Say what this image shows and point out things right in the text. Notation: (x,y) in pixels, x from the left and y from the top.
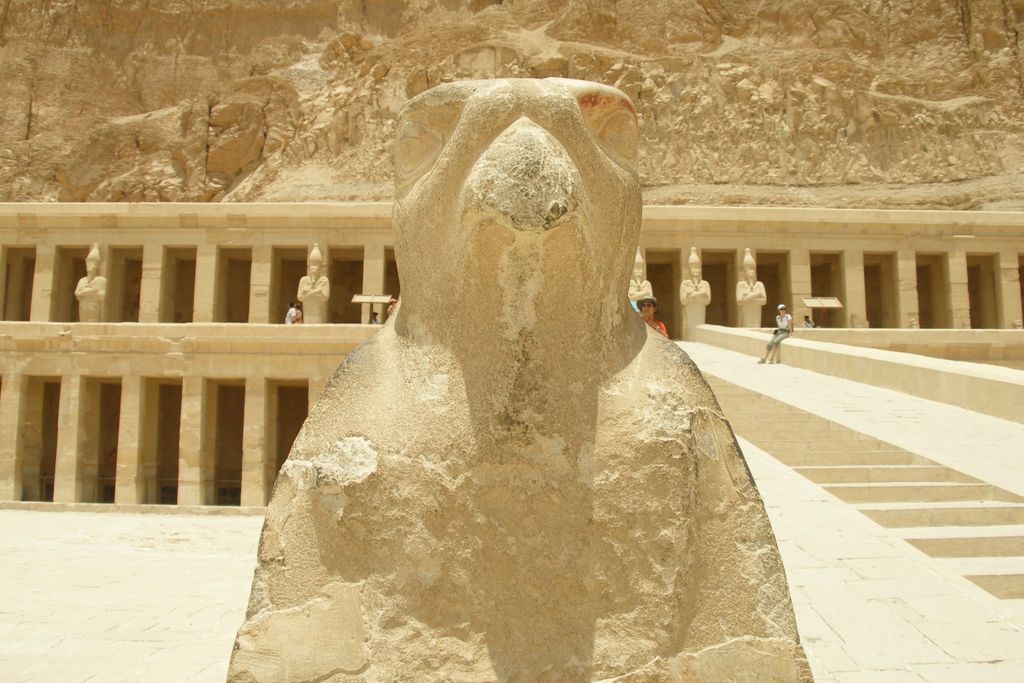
In this image it seems like a sculpture (544,501) in the middle (550,409). In the background (274,358) it looks like a fort (175,317). At the top (237,62) there is a big rock (533,59). At the bottom (145,476) there are pillars (130,422) on which there are sculptures (78,295). On the right side (781,335) we can see there are two people (645,317).
